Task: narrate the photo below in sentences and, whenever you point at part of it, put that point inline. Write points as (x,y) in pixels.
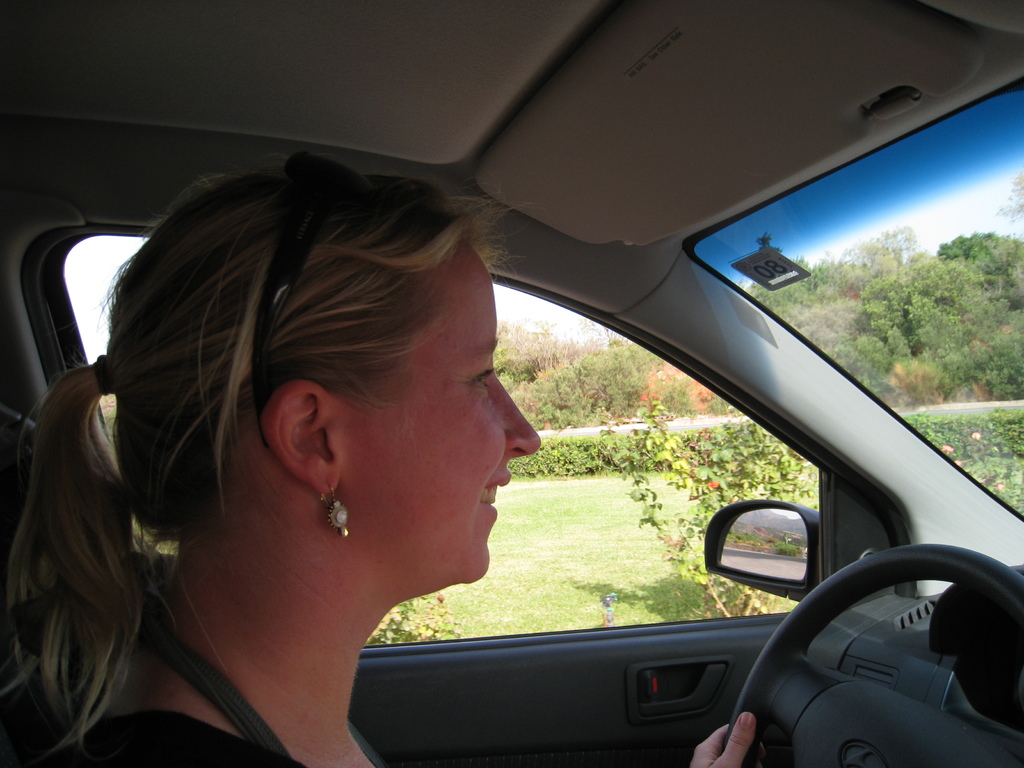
In this image I see a woman (119,764) who is smiling and sitting inside the car (14,706) and she is holding the steering (844,592). I can also see plants (1019,441) and the trees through the window (714,591) and the glass (816,332).
